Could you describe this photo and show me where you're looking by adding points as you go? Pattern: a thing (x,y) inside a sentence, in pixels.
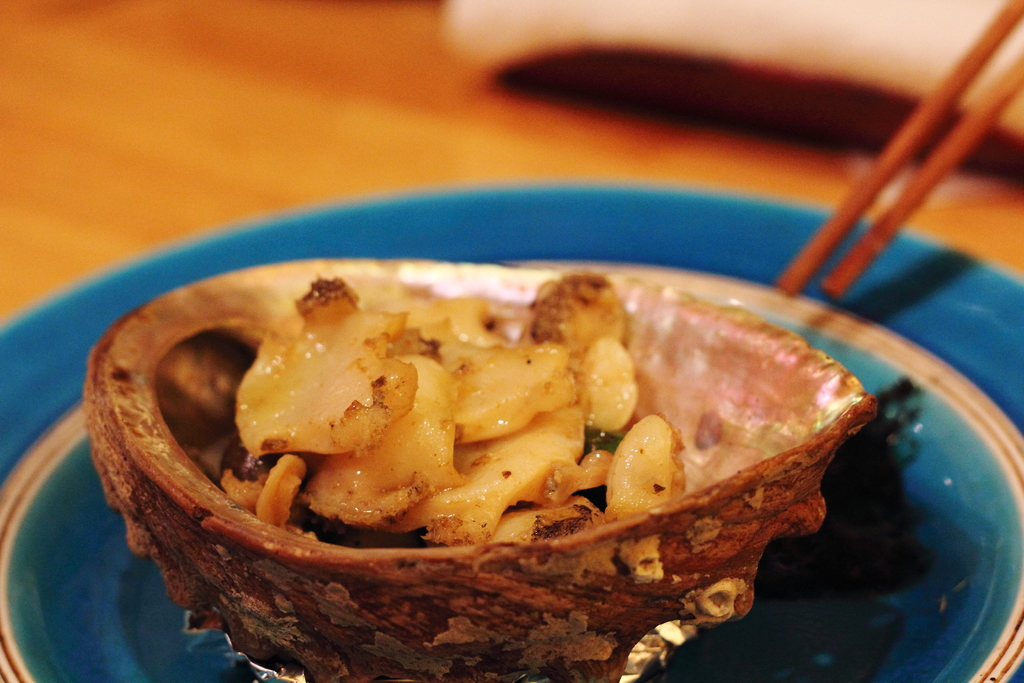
This is a table (321,154). It is plate (620,246). It is a shell (591,583) and there is food item (558,370) in shell (781,499) and these are wooden sticks (955,136).
